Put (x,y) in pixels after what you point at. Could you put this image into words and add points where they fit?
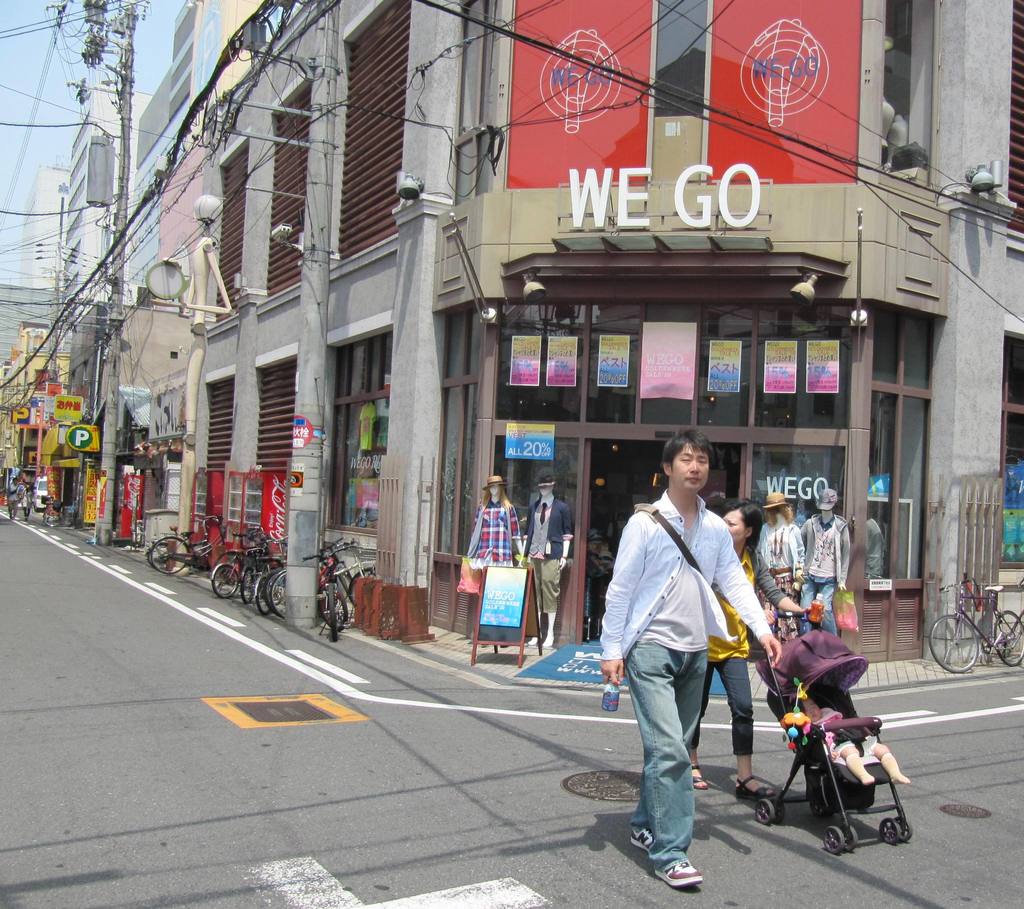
This picture is clicked outside. On the right (698,548) we can see a person (688,529) wearing white color shirt (673,549), holding an object (615,705) and walking on the ground (701,908) and we can see another person (733,622) and we can see a baby (850,741) in the stroller (814,662) and we can see the mannequins (792,519) wearing clothes (555,524) and we can see the bicycles (996,621), text (755,189) on the banners (716,365) and we can see the buildings (791,180), cables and many other objects (794,721). In the background (13,55) we can see sky (72,30), poles (130,1), cables (12,91) and some other objects (66,435).
